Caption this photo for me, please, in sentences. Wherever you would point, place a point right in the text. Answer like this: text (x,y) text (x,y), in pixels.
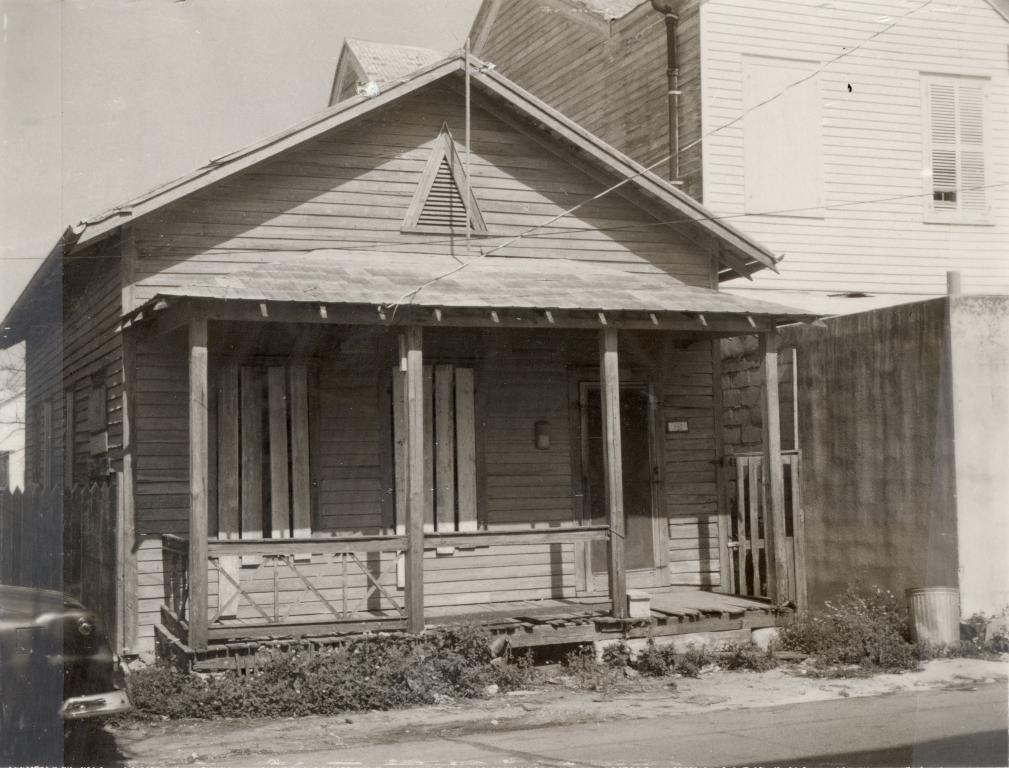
In this image we can see the car (48,747) on the road (751,728), plants (898,628), wooden fence (52,570), stone wall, wooden house (767,512) and the sky (239,45) in the background (239,62).
